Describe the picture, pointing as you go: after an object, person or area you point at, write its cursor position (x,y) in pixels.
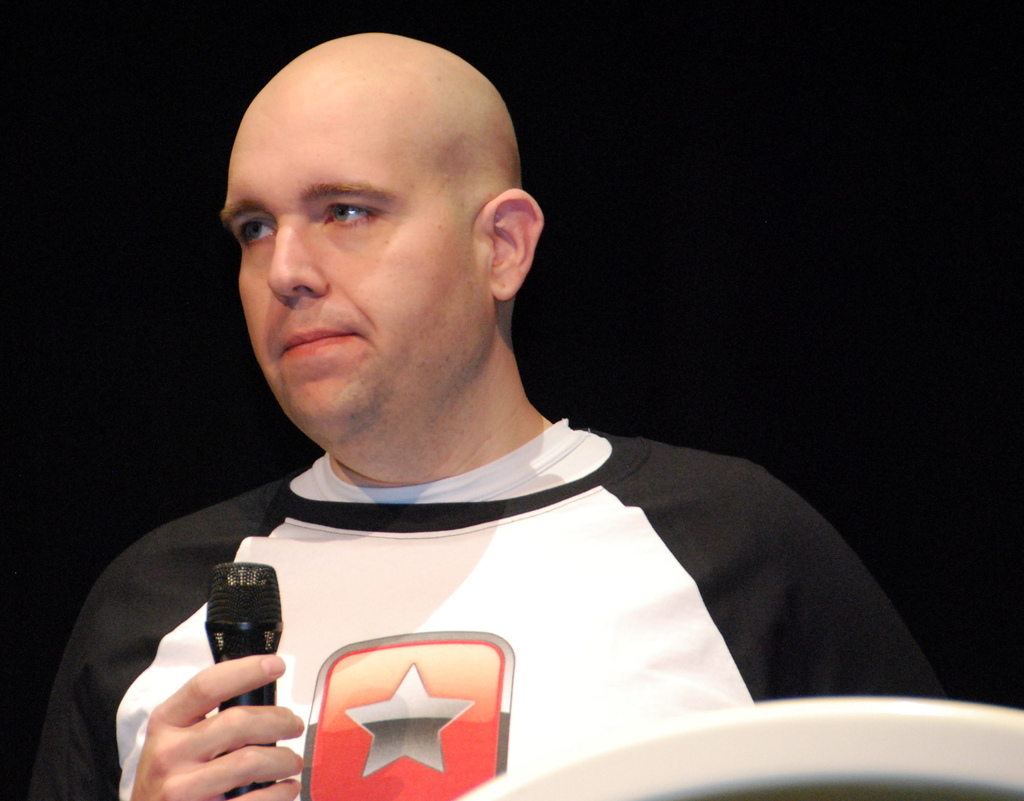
In this picture we can see a man (675,474) he is holding a microphone (226,643) in his hand (253,678).
